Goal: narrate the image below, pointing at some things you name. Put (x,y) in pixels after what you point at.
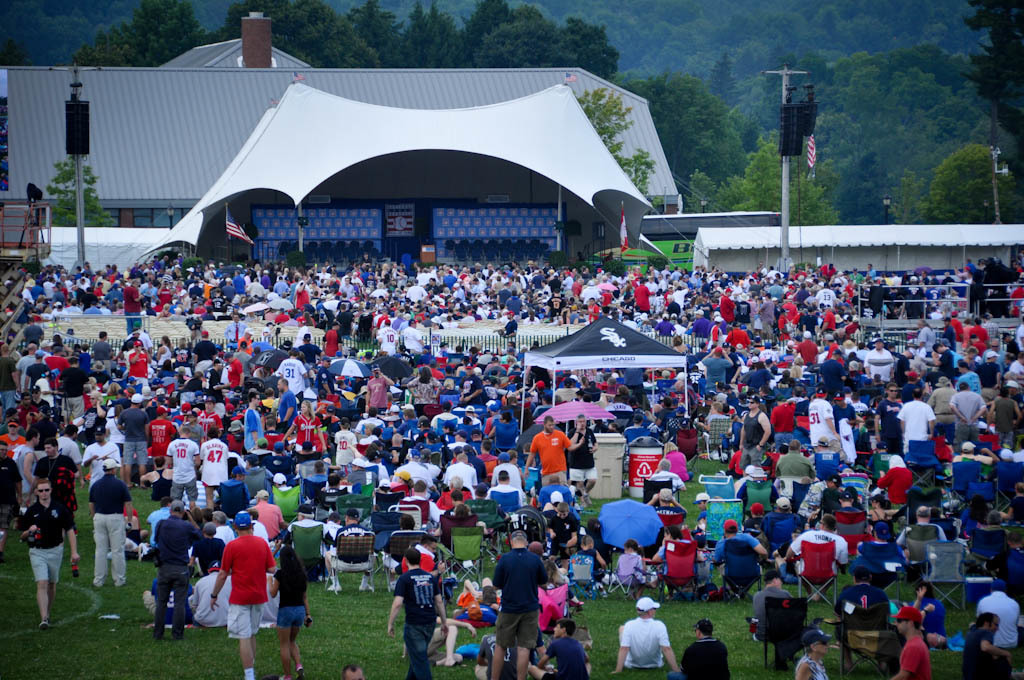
In this image, we can see a group of people (578,670). Few are sitting, standing and walking. Here we can see a stall (578,356), umbrella (569,419), dustbins (596,495), poles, grass (377,626) and few objects (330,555). Top of the image (361,165), we can see shed (254,69), tent (736,259), trees (943,101), poles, flags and pillars (254,55).
